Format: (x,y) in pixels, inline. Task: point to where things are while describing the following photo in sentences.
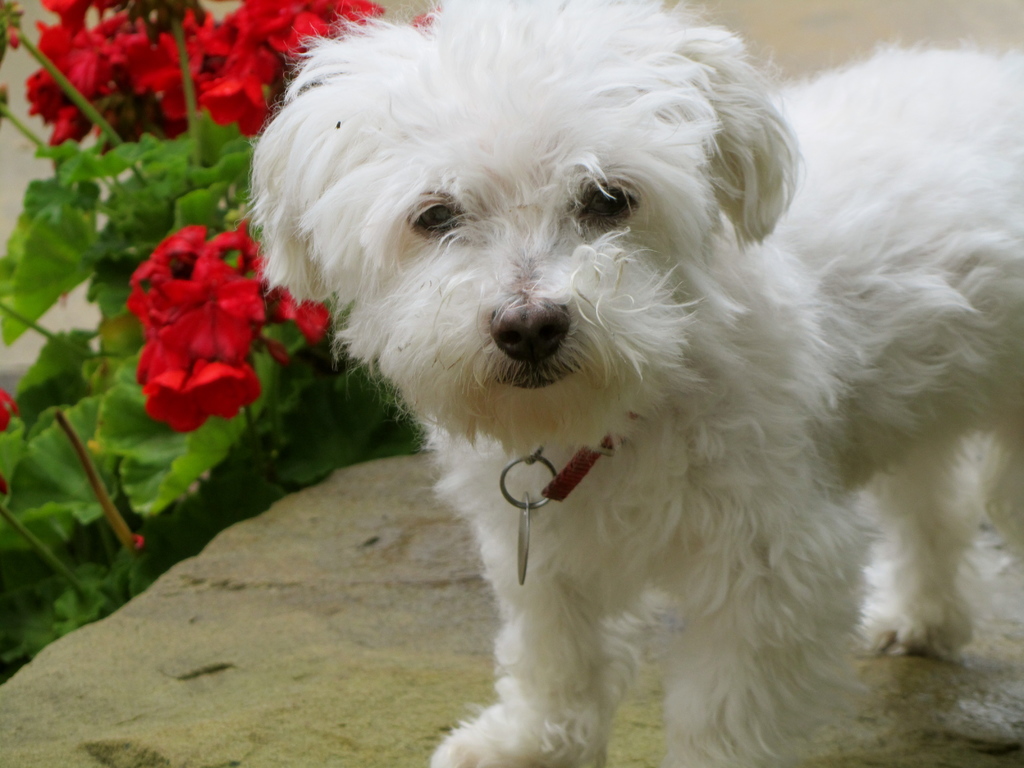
In this image I can see a white colour dog (659,526). In the background (281,323) I can see few red colour flowers (164,249) and green leaves (118,290).
